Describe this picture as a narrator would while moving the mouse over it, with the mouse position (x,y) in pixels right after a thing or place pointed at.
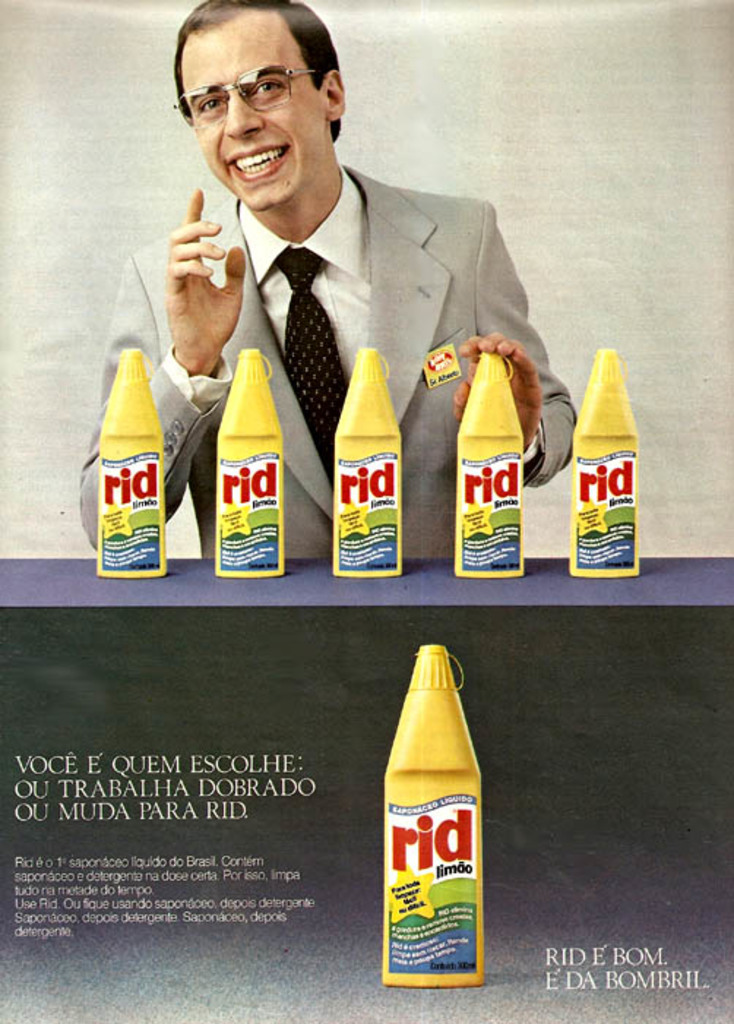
In this image i can see a man (297,98) is wearing a spectacles (269,72) and wearing a gray color jacket (439,301) and kept his hand (474,364) on a bottle (495,461). there are five bottle (257,542) kept in front of him, there is a table (295,604) on the table (82,695) there is some text (89,878) written on that. on the right side (627,982) there another text (624,957) written on the image.
